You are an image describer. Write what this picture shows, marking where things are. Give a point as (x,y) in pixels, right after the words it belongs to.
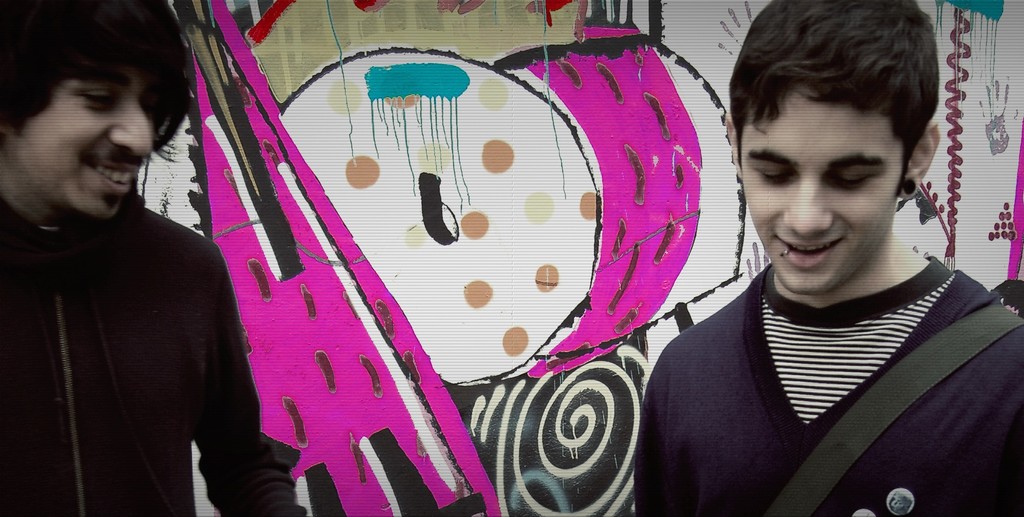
In this image I can see two persons (772,169) they are smiling in the background (434,169) I can see the colorful wall (577,370) and on the wall (431,56) I can see a colorful painting (371,192).
